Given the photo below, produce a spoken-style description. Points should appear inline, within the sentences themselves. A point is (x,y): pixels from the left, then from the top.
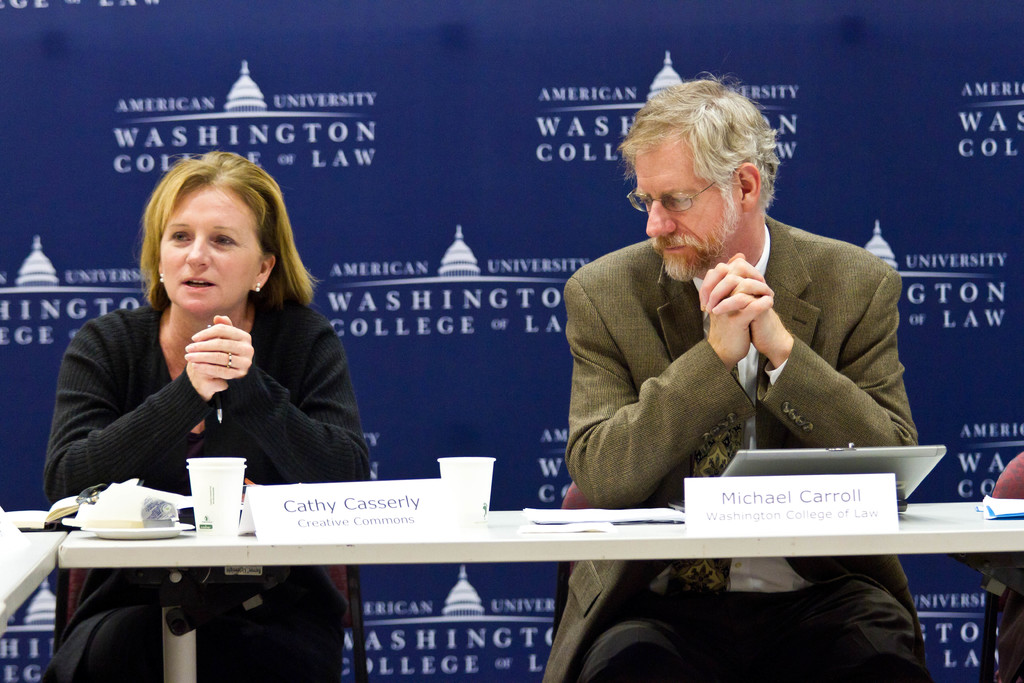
In this image it looks like a table (4,582) in the left corner (7,562). There is a table (837,546), there are boards (736,496) with text (722,496), there are glasses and objects (426,510) on the table (343,550), there are people (713,408) in the foreground (307,441). And it looks like a banner (738,26) in the background (464,190).
